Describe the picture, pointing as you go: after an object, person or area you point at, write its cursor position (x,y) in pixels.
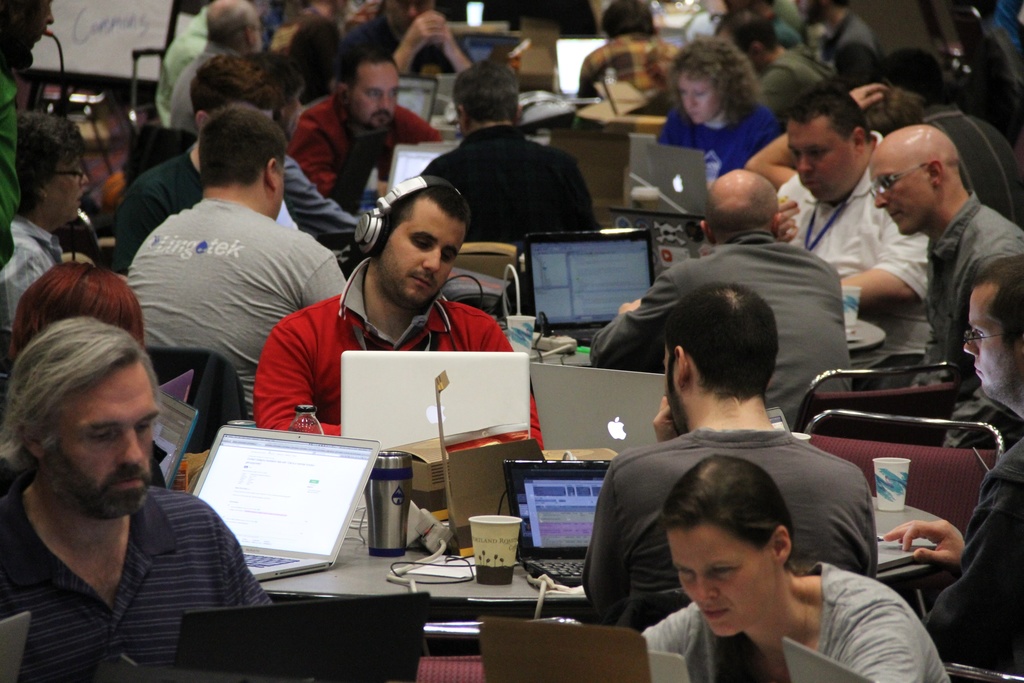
in this picture we can see all the persons (822,282) sitting on chairs (946,394) in front of a table (372,568) and on the table (368,585) we can see bottles (396,529), glasses (496,544), laptops (287,474).
